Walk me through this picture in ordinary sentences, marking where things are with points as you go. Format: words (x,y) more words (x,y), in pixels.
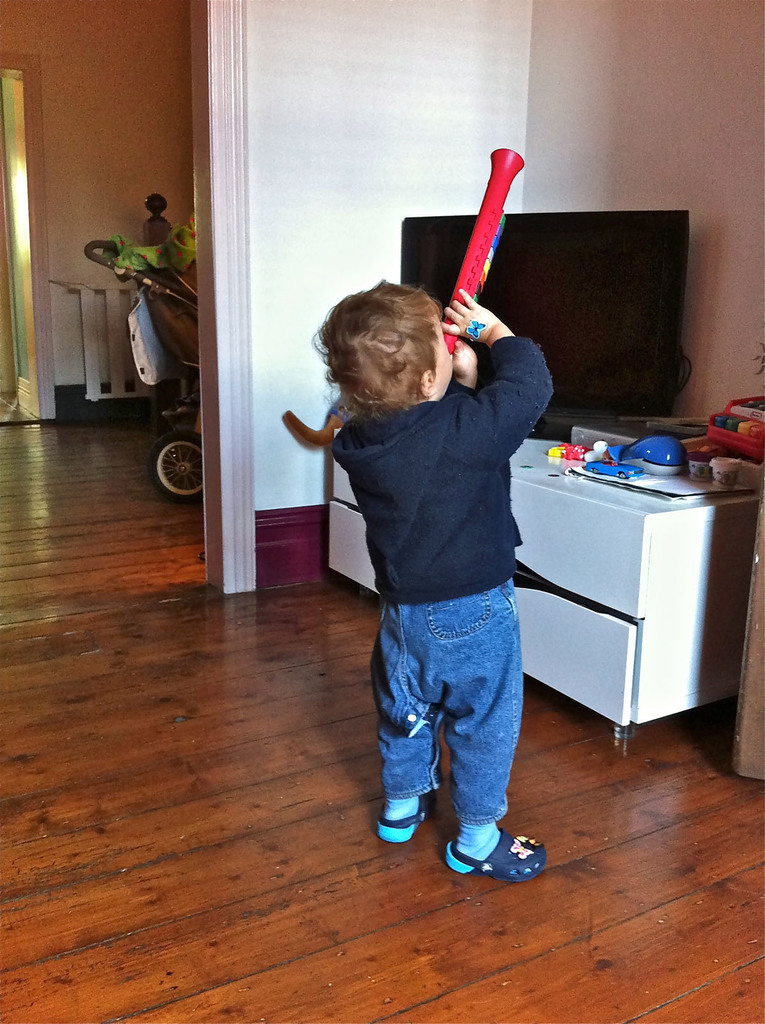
In this picture I can observe a kid (388,654) standing on the floor (551,975). He is wearing blue color T shirt (392,545). In front of him there is a desk (623,509) on which a television (609,295) was placed. In the background (79,131) I can observe a wall (130,89).
